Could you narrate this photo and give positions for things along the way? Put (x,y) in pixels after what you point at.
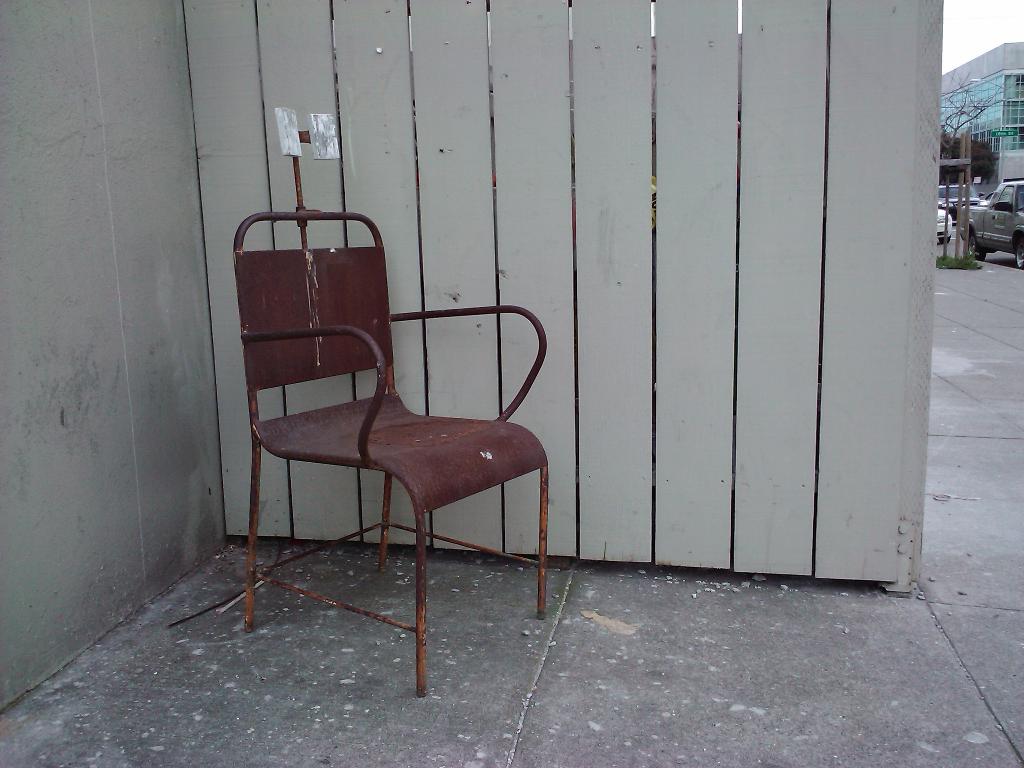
In this picture I can see the chair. I can see wooden fence (431,197). I can see the vehicles (950,220) and the building (1002,88) on the right side (980,215).
